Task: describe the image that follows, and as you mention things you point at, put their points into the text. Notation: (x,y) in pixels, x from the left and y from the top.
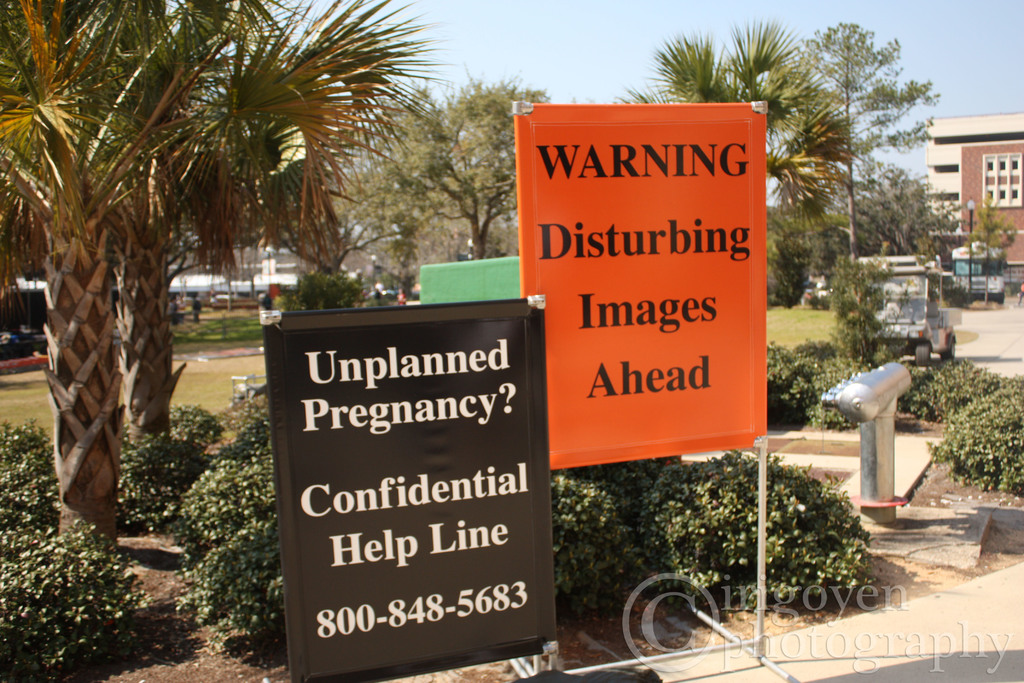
In this image in the front (528,420) there are boards (528,396) with some text (637,381) written on it. In the center (391,234) there are plants (823,346), trees (117,326) and there's grass (219,393) on the ground (228,362). In the background (253,275) there are buildings (937,190), trees (422,222) and there are vehicles (924,287).
